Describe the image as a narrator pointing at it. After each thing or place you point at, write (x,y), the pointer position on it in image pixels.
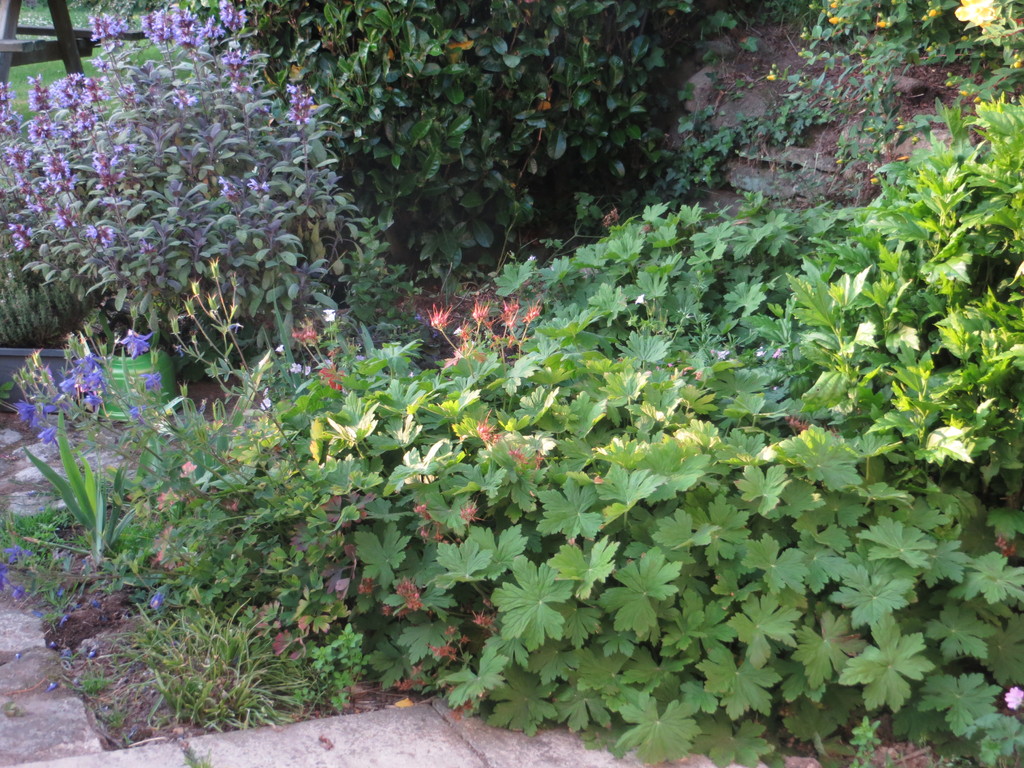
In this picture I can see the plants (466,48) in front (333,402) and I see the flowers (94,84) on the top left of this image (107,98) and I see the path (187,760).
